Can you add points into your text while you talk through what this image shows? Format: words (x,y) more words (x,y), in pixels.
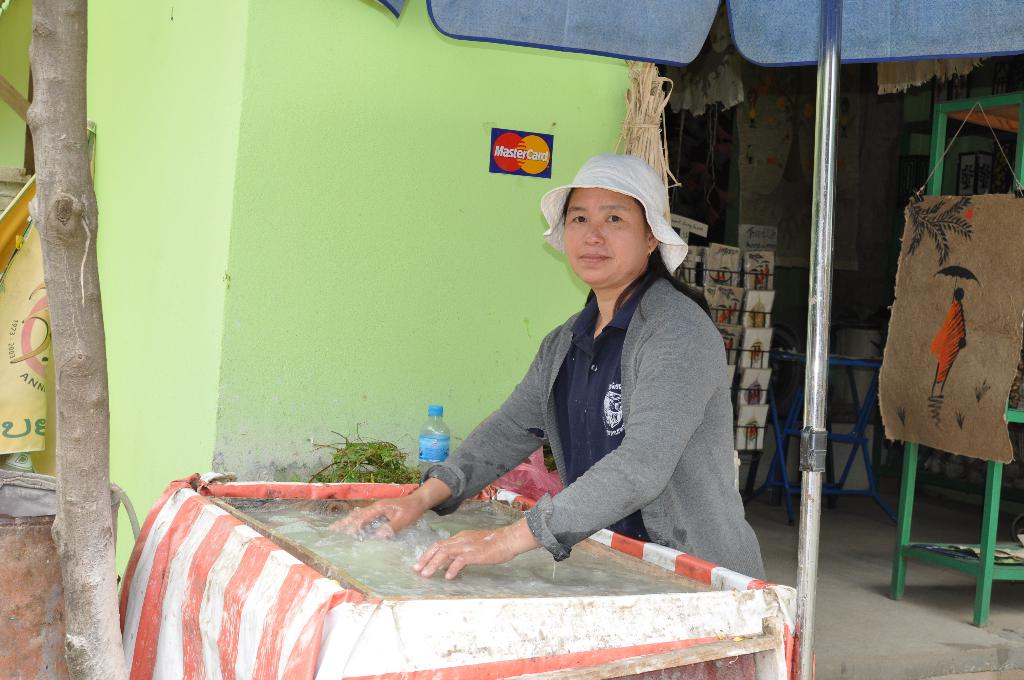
In the image we can see a woman (583,338) standing, wearing clothes (583,338) and a cap (550,206). Here we can see a water bottle (445,444), painting (931,349), pole (828,306) and tree trunk (106,386).
